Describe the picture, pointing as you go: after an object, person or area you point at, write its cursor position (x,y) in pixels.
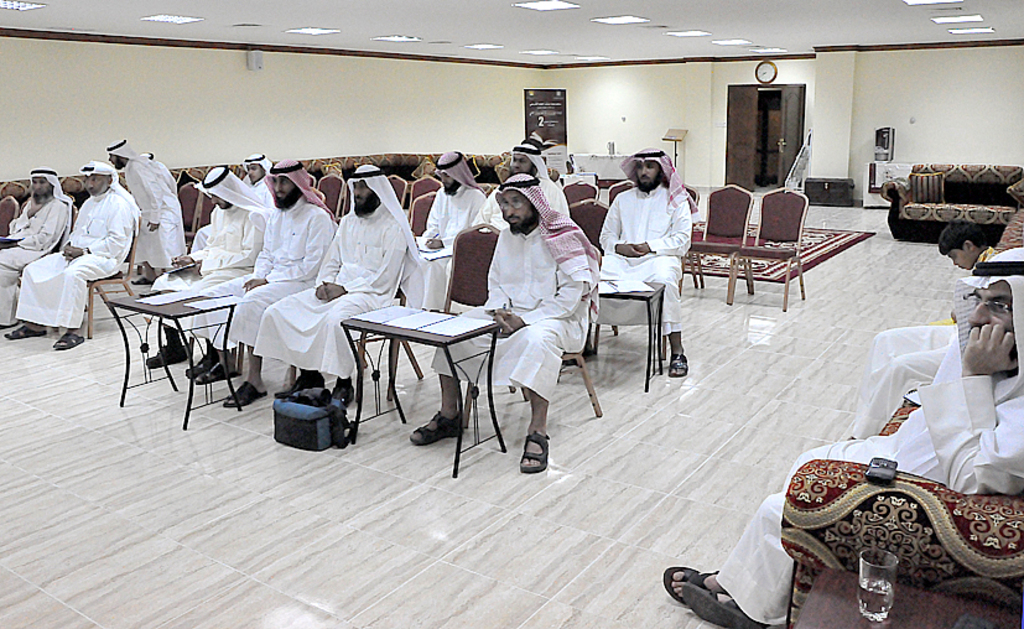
Here we can see a group of people (94,208) sitting on chair (464,285) with tables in front of them having papers (390,315) on it and on the right side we can see people (1013,422) sitting on couches (904,533) and we can see glass of water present on the table (854,594) and behind them we can see door (741,98), wall clock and lights (758,52) on the top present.
